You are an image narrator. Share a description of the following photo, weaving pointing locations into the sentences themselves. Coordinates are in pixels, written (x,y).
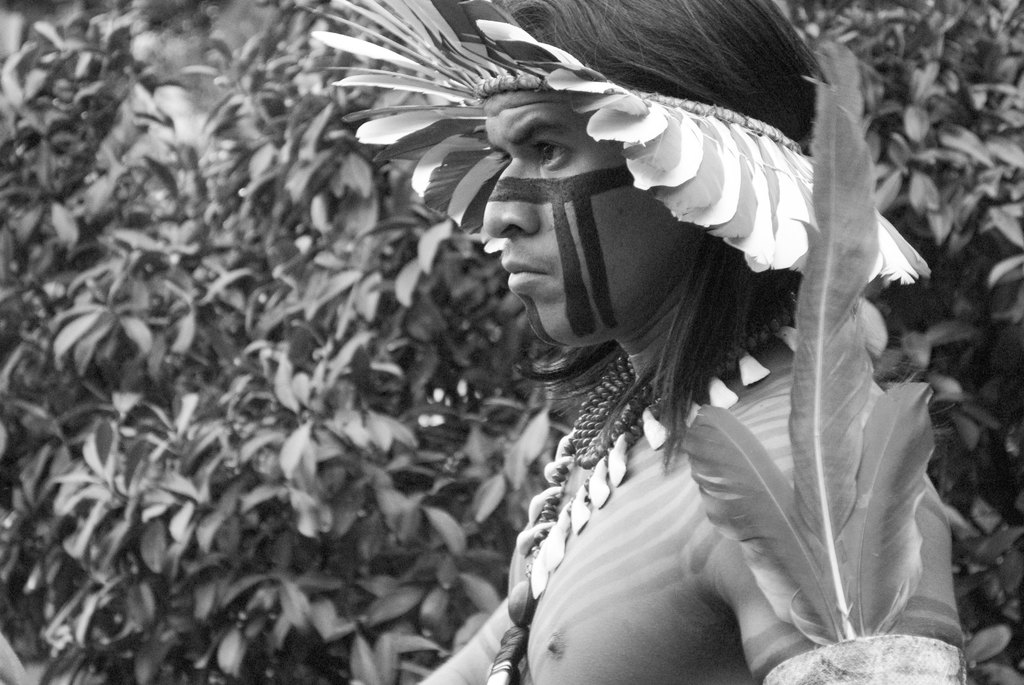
As we can see in the image there are trees (124,295) and a man (603,301) standing in the front (624,639).
